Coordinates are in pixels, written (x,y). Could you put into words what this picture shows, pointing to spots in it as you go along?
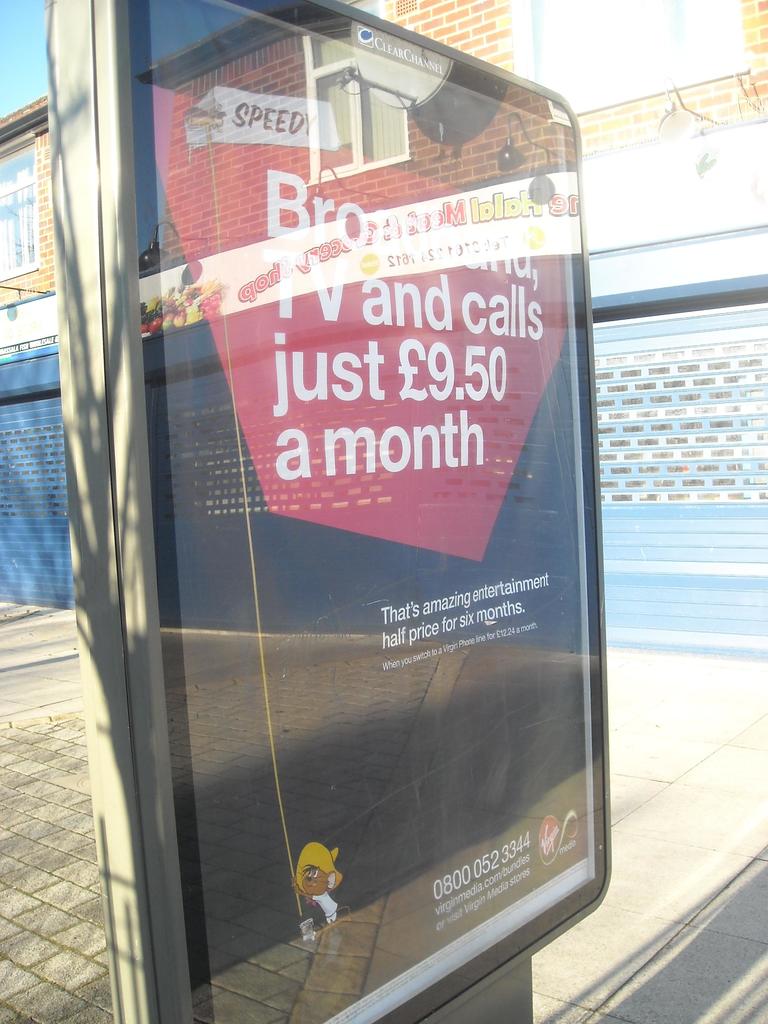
In the image we can see a led board (359,847) made up of glass (383,746). Here we can see even a building (641,117) made up of bricks (649,129). This is a footpath (44,857) and a pale blue sky (47,84).
